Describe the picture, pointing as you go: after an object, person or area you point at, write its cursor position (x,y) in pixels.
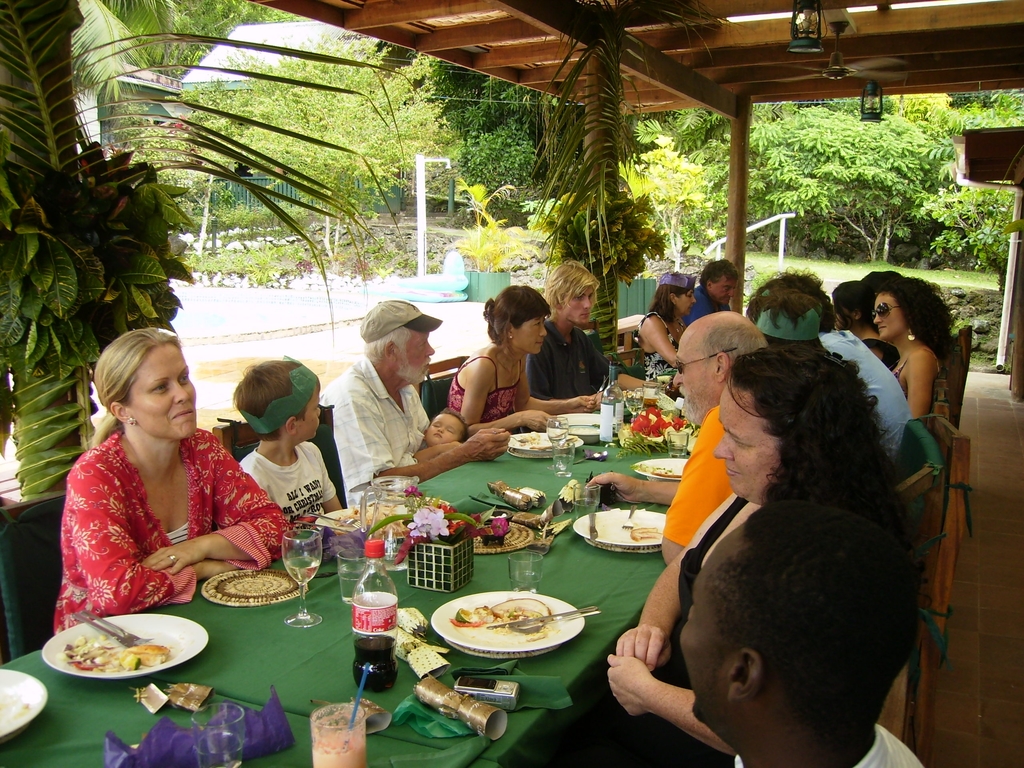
in this picture there are group of people (574,361) sitting on a dining table (547,493) having food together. In the background (540,150) there are trees (869,152) and the light (809,40) hanging on the roof (825,48). On the table (584,569) there are plates (540,596), bottles (378,596), glass (305,569).
